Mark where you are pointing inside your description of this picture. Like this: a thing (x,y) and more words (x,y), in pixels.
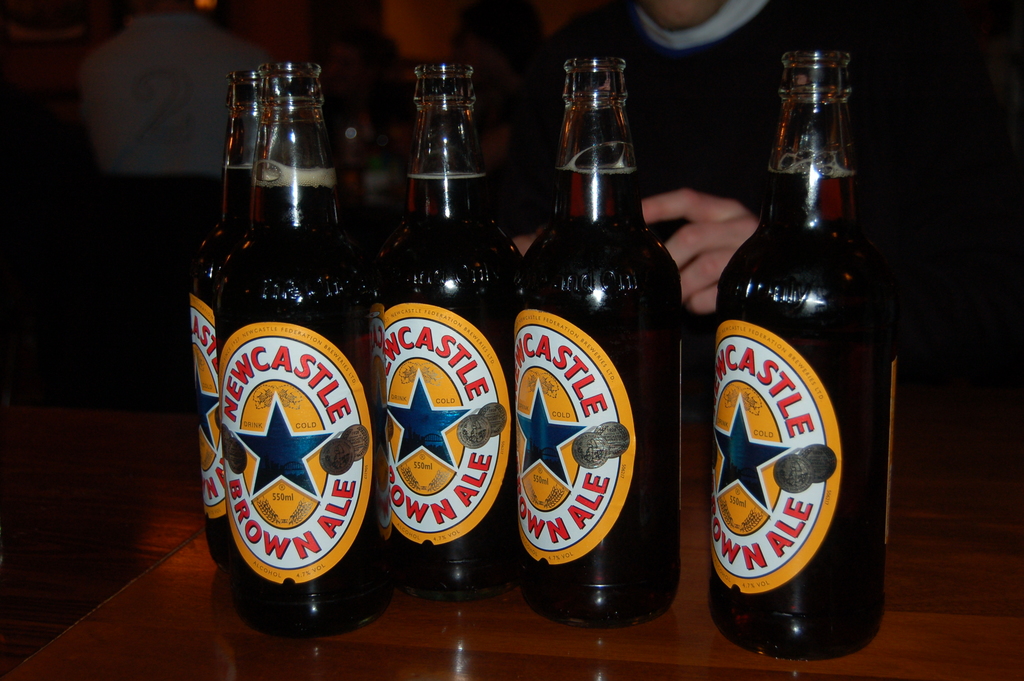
In this picture we can see five bottles (219,246) with stickers (229,367) to it and drinks (483,209) in it placed on a table (523,617) and in background (552,96) we can see some person (765,38) and it is dark.
